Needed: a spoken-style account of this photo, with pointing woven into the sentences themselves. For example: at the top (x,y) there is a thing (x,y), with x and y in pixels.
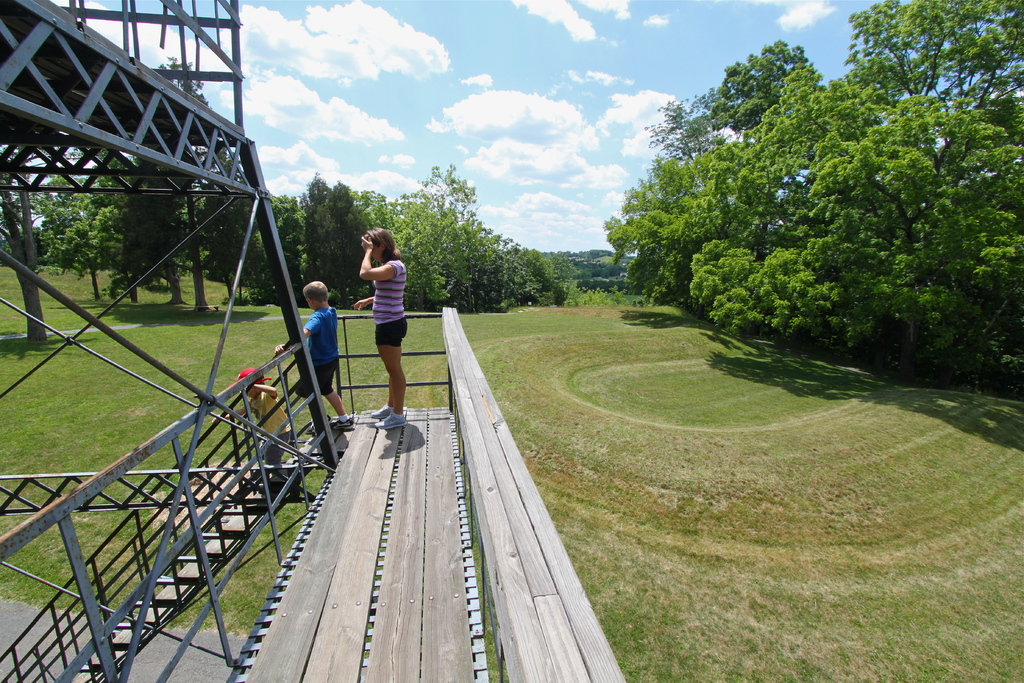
In this image there is a lady (385,334) and two children's (275,458) are standing on the wooden floor (322,585) in front of the stairs (258,489), one of them is standing on the stairs (247,507), beside them there is a metal structure (279,257). In the background (519,239) there are trees (766,237) and the sky (535,67).
